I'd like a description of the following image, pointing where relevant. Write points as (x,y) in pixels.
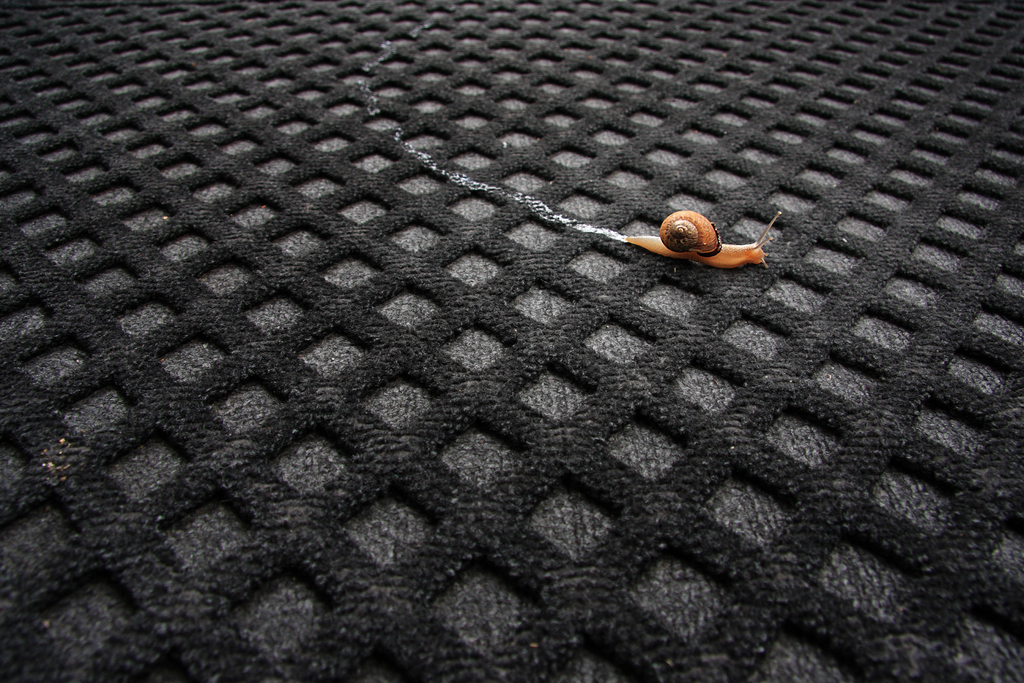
In this image there is a small snail (700,248) on the ground (712,275). On the ground (281,315) there are blocks (700,356) of mat (364,342).
